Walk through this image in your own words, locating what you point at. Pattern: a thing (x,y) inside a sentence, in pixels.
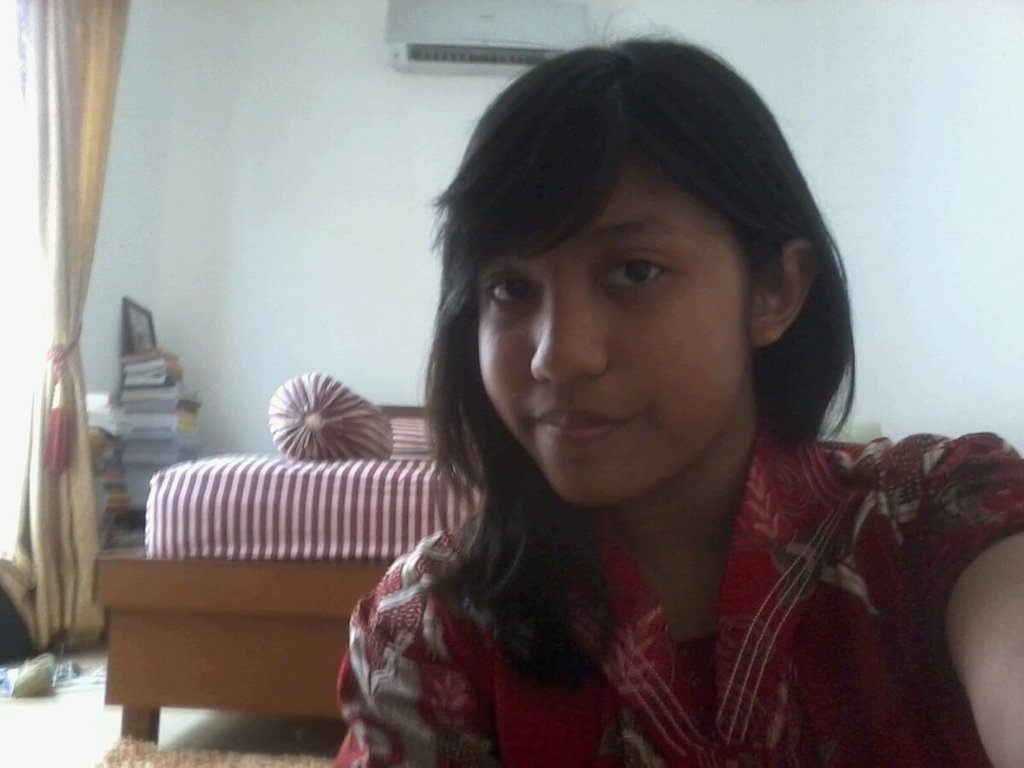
In this picture we can see a woman (573,580) she is in the room (434,533), behind to her we can see a bed (200,549), books (167,430), curtain (69,59) and air conditioner (474,60).
